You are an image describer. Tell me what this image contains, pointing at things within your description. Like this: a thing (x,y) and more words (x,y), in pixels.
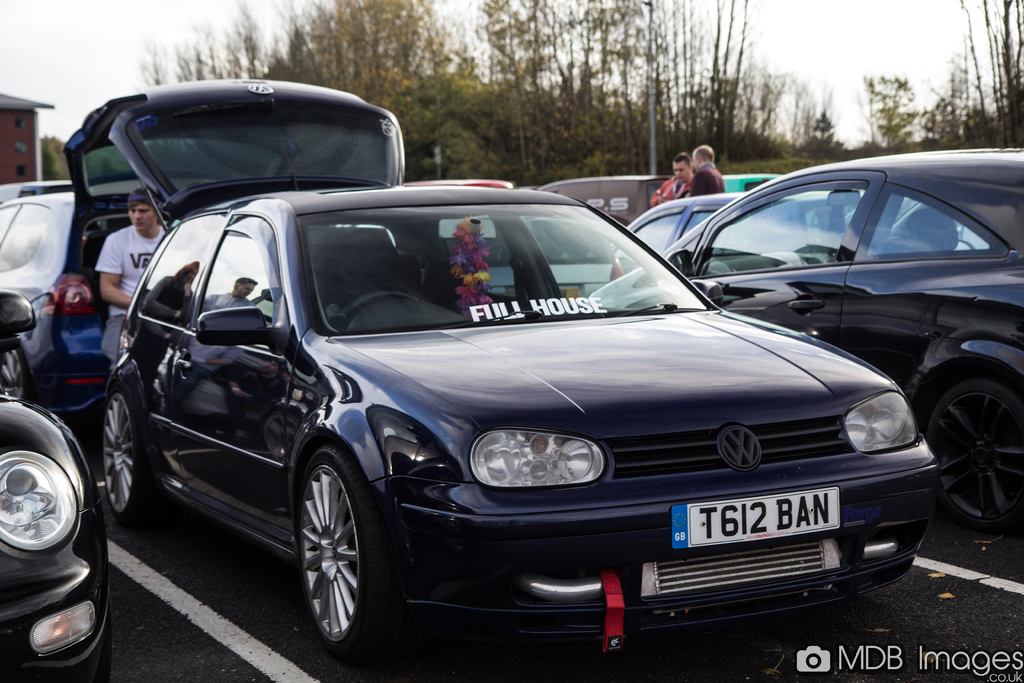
In this picture there are vehicles (646,312), there are persons (662,202) standing and there is a person (121,269) sitting. In the background (13,150) there are trees (564,115) and there is a house (23,150) and the sky (122,34) is cloudy.
